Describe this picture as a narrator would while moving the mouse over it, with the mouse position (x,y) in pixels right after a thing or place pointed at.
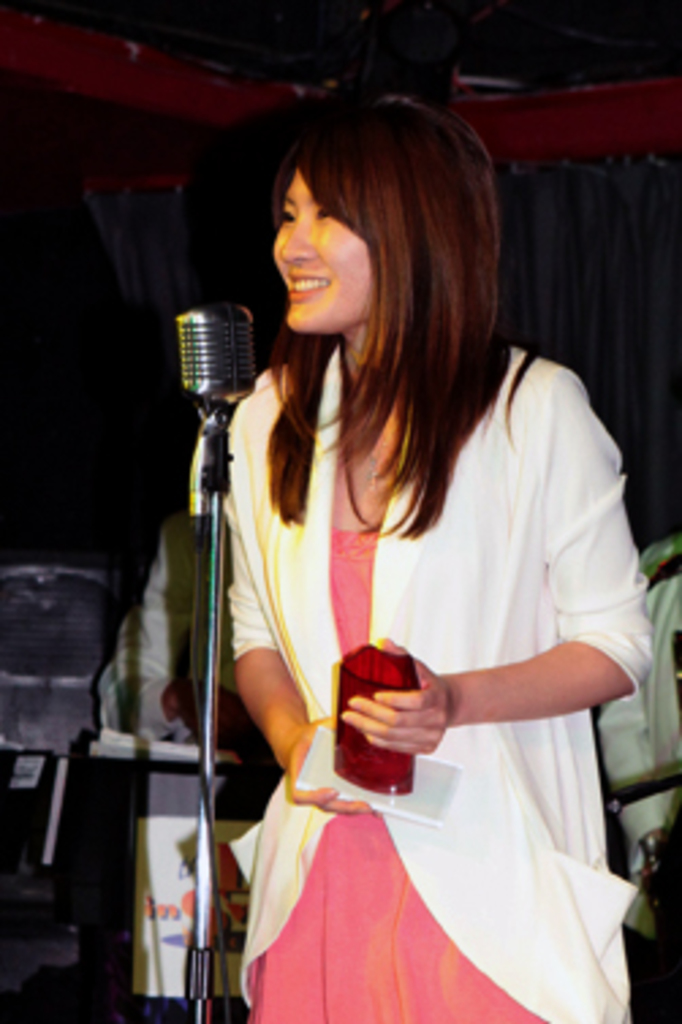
In the center of the image (245,403) there is a woman (323,538) standing at the mic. In the background (222,688) we can see persons (668,667), curtain (614,256) and wall (87,322).
